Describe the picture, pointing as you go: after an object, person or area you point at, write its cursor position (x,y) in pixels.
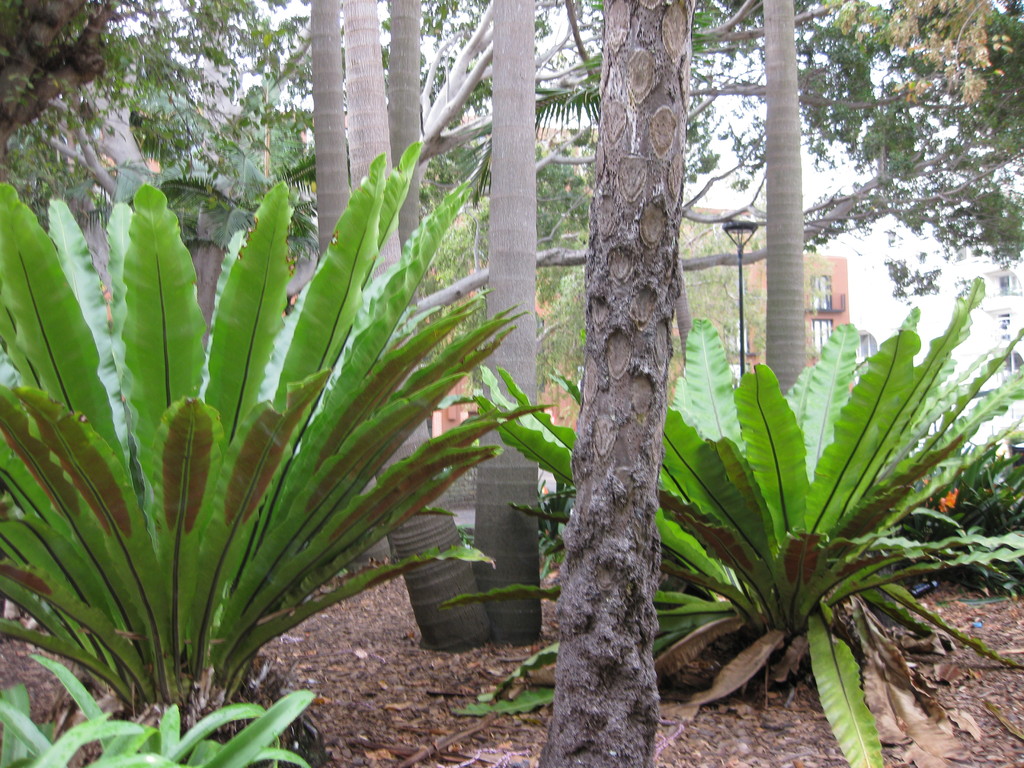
In this image I can see many plants (497,399) and trees (393,151). In the background (964,273) there is a light pole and few buildings (1011,365).
